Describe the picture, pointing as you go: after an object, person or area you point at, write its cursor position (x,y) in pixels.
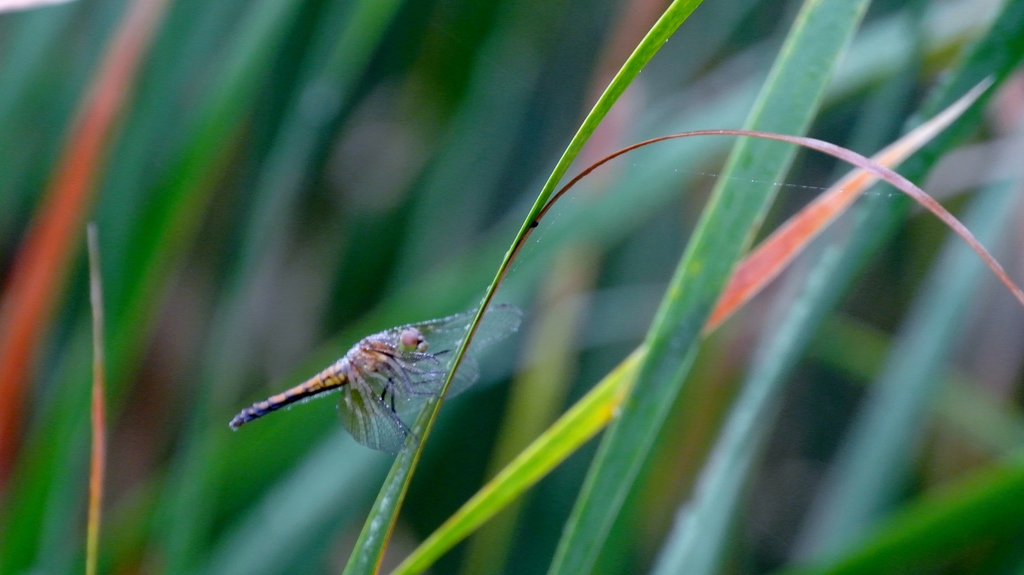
This is the picture of a dragonfly (299,390) on the leaf (416,431). And there are leaves (360,462) in the background (692,115).
